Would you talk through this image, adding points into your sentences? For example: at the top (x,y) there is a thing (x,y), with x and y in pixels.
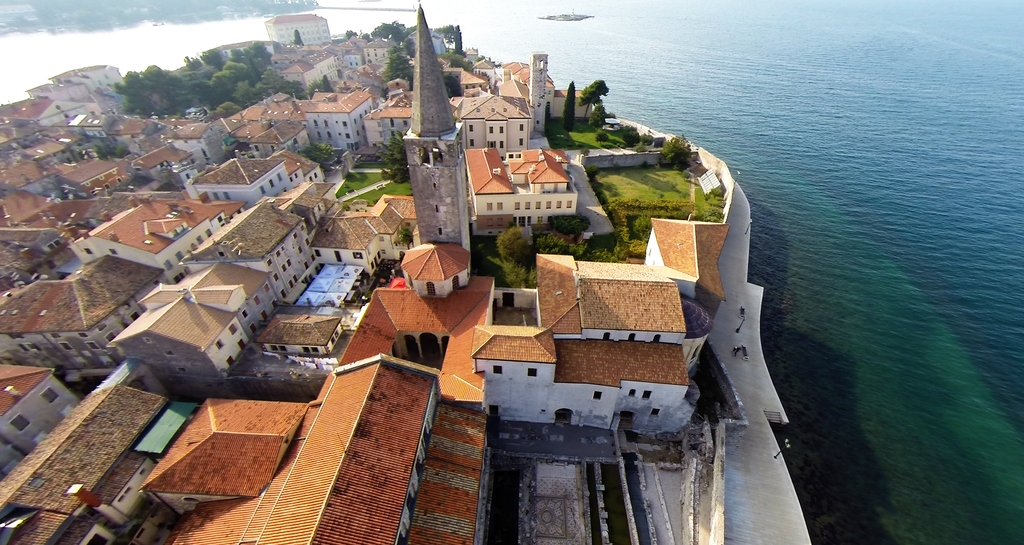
In this picture we can see water (827,146), buildings (300,269), grass (616,188) and trees (682,146).
